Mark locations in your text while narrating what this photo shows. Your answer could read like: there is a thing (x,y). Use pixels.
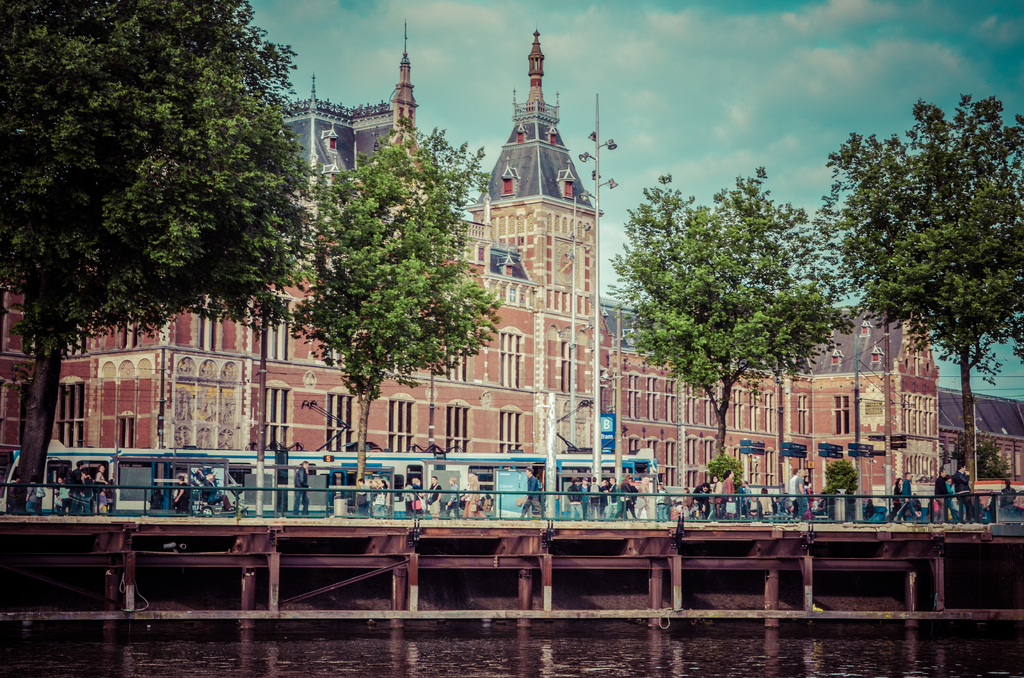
In this image in the center (680,325) there are persons (597,509) walking and there are trees (841,466). Behind the persons (416,479) there are vehicles (424,480) and in the background (489,355) there are buildings (637,330) and the sky (753,48) is cloudy.
